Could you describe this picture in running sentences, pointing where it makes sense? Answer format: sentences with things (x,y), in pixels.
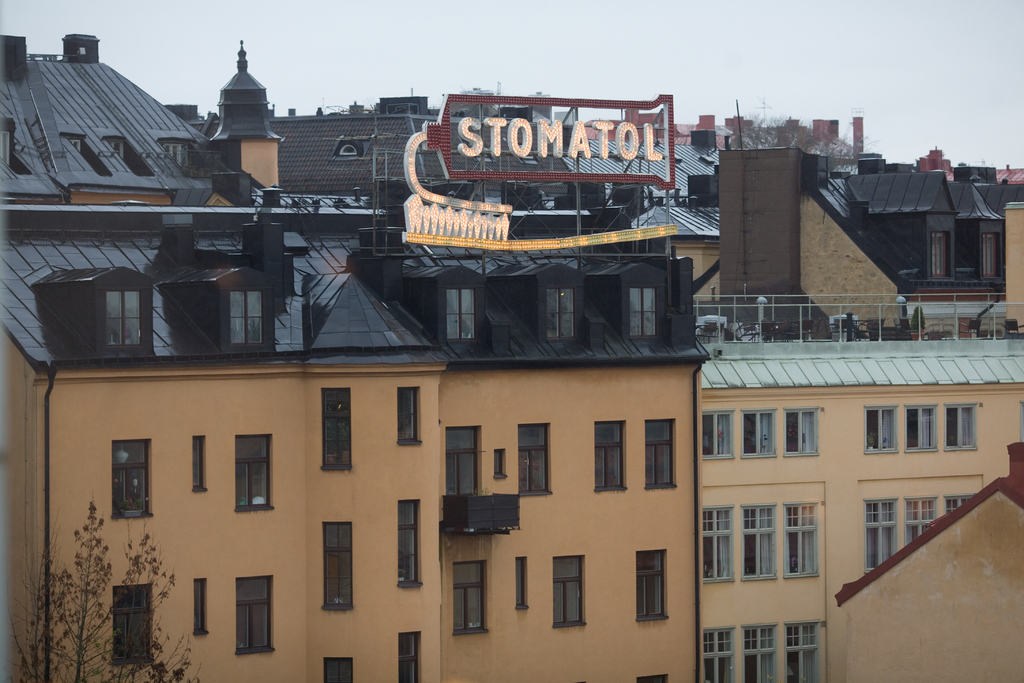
In this picture we can observe some buildings (637,431) with black color roofs (216,312). We can observe dried trees (172,574) here. In the background (474,57) there is a sky (737,51).
